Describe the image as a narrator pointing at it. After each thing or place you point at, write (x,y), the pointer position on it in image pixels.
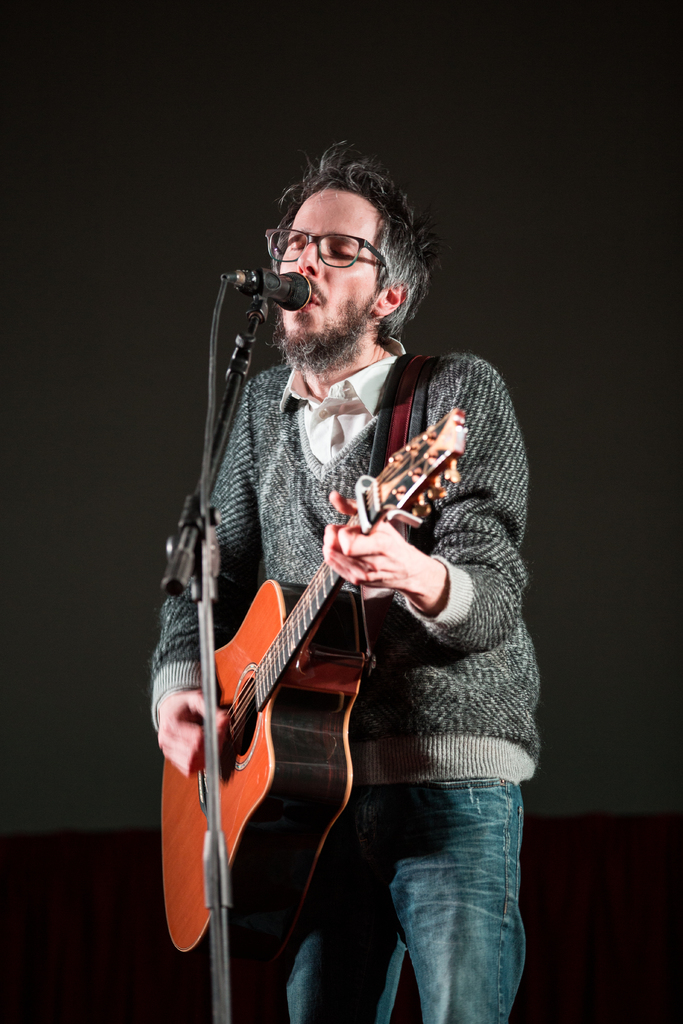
In this picture we can see a man (324,295) is singing and playing guitar (318,646) in front of the microphone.
